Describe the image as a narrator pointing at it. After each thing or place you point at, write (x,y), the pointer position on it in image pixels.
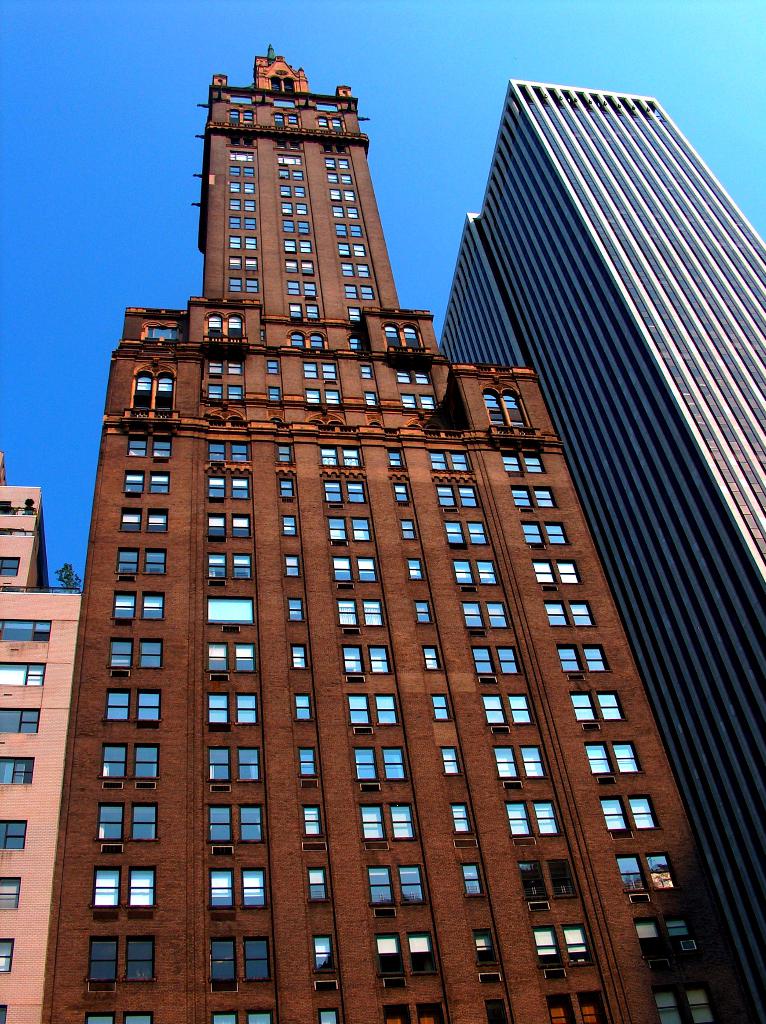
In this picture we can observe buildings (192,626). There are windows (348,568) in this buildings (247,587). We can observe blue, brown and pink color buildings (262,542). In the background (43,103) there is a sky (340,83).
